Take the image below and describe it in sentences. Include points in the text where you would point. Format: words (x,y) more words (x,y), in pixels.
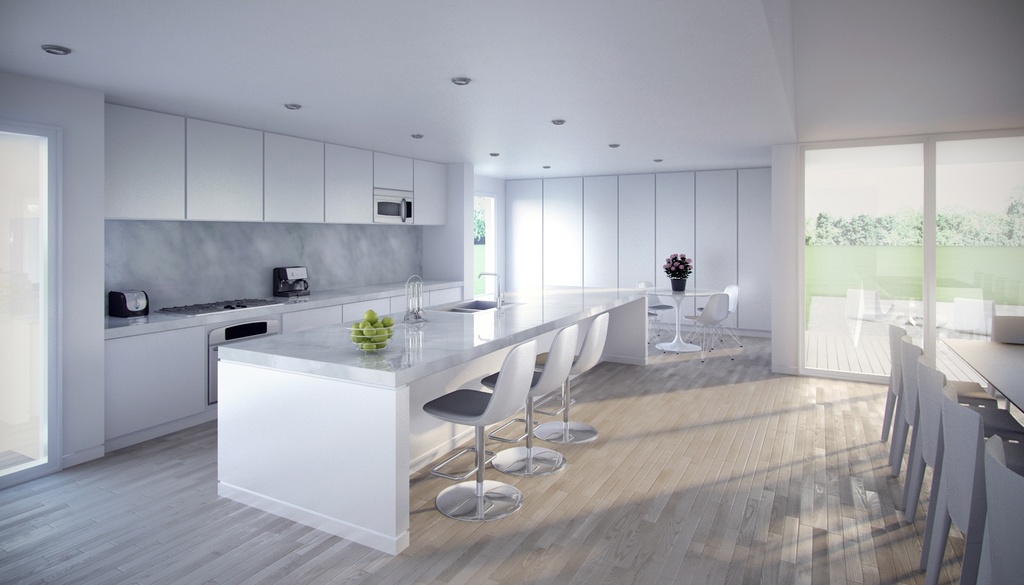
This is a room (314,290). On the left side (18,311) there is a door (7,324). Near to that there is a table (151,324). On that there is a stove (194,305) and some other item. Also there is a cupboard (358,203). There is another table (380,381). On that there is a bowl (367,337) with fruits (373,324). Near to that there are chairs (539,371). In the back (676,295) there is a dining table (679,292). On that there is a pot (682,276) with flowers (675,271). Near to that there are chairs (655,316). On the right side (999,374) there is a table (980,375) with chairs (935,380). In the back (909,270) there is a glass door (938,271). Through that we can see trees (870,230). On the ceiling (268,112) there are lights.
